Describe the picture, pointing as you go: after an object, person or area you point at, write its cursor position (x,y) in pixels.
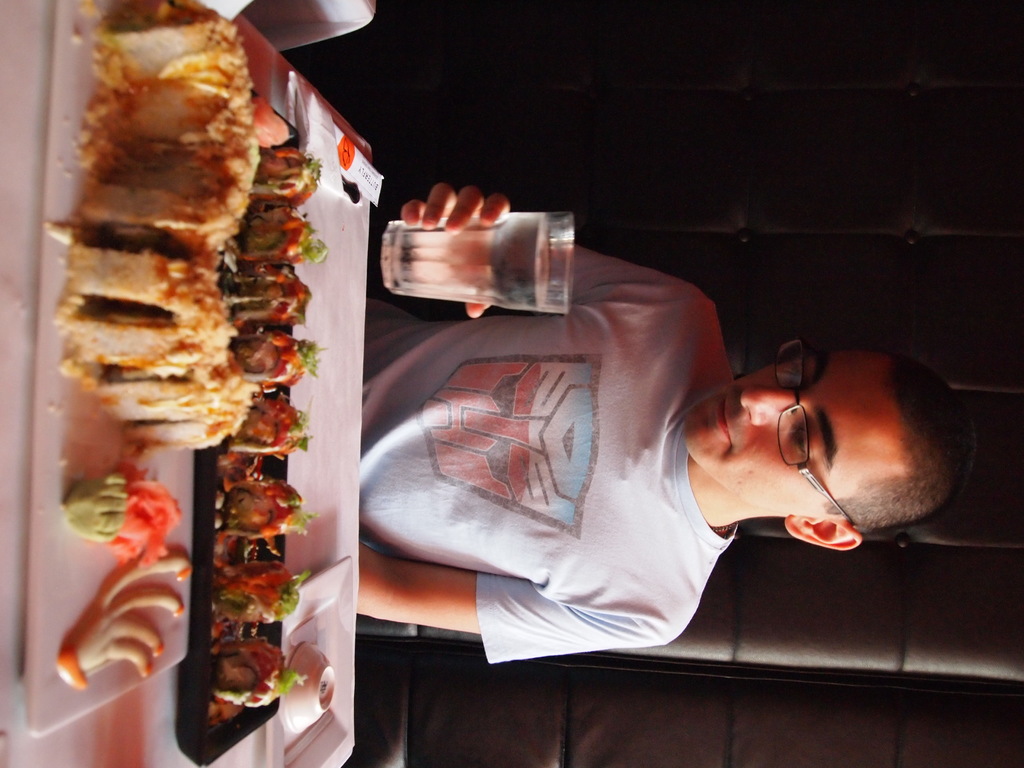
This is a rotated image. In this image we can see there is a person (579,454) sitting and holding a glass of water (504,272), in front of him there are food items (126,149), bowl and a few other things (180,525) are arranged on the table (19,387).
